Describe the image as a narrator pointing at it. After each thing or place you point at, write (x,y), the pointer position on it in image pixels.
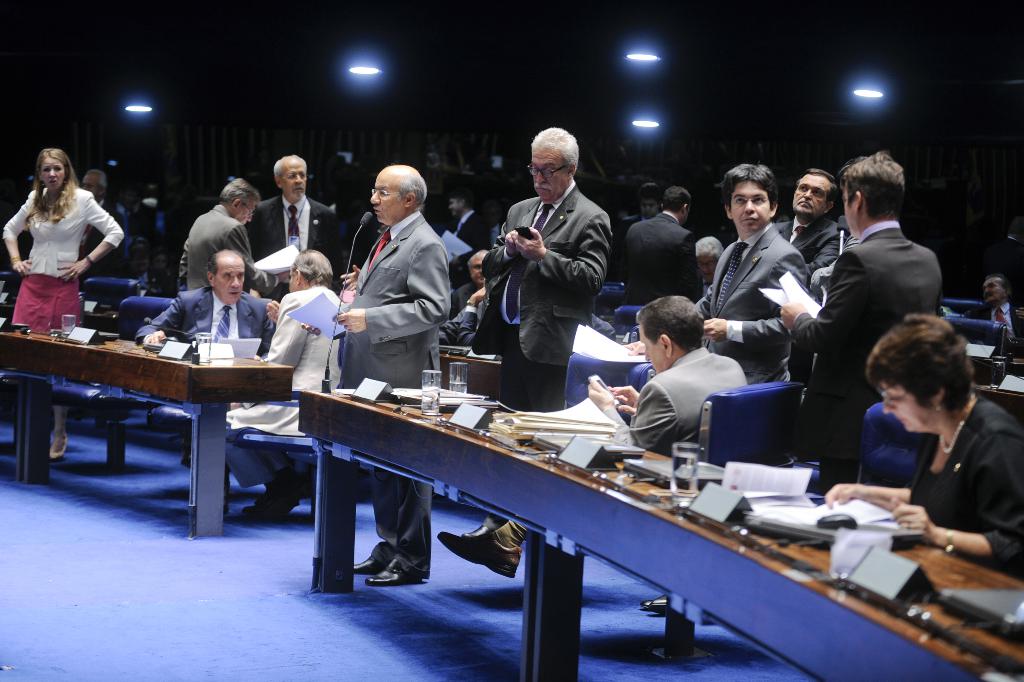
Few persons (297,343) are sitting and few persons (26,220) are standing. On this table (337,397) there is a glass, papers (594,425) and things (596,442). On top (644,117) there are lights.
